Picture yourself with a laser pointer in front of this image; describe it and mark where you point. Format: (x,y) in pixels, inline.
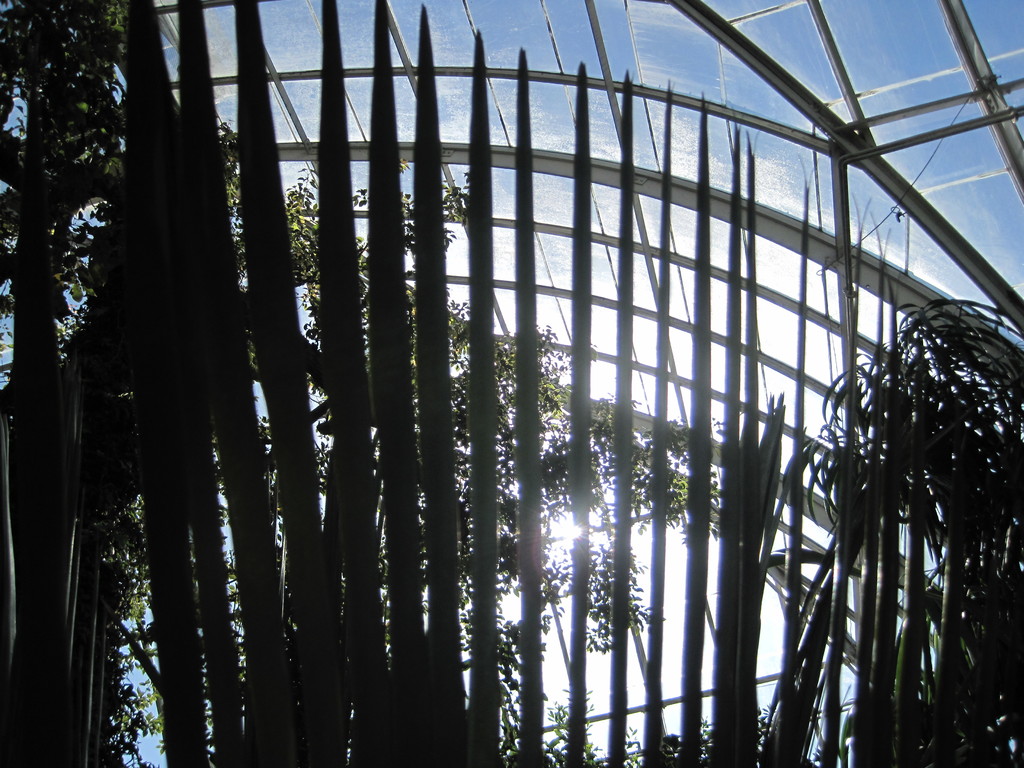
In this image there is an inside view of a shed (511,331), there are plants (931,460) truncated towards the right of the image (916,498), there are plants (129,370) truncated towards the left of the image (178,379), there is the sky (462,91), there is the sun (563,531) in the sky (639,538).
